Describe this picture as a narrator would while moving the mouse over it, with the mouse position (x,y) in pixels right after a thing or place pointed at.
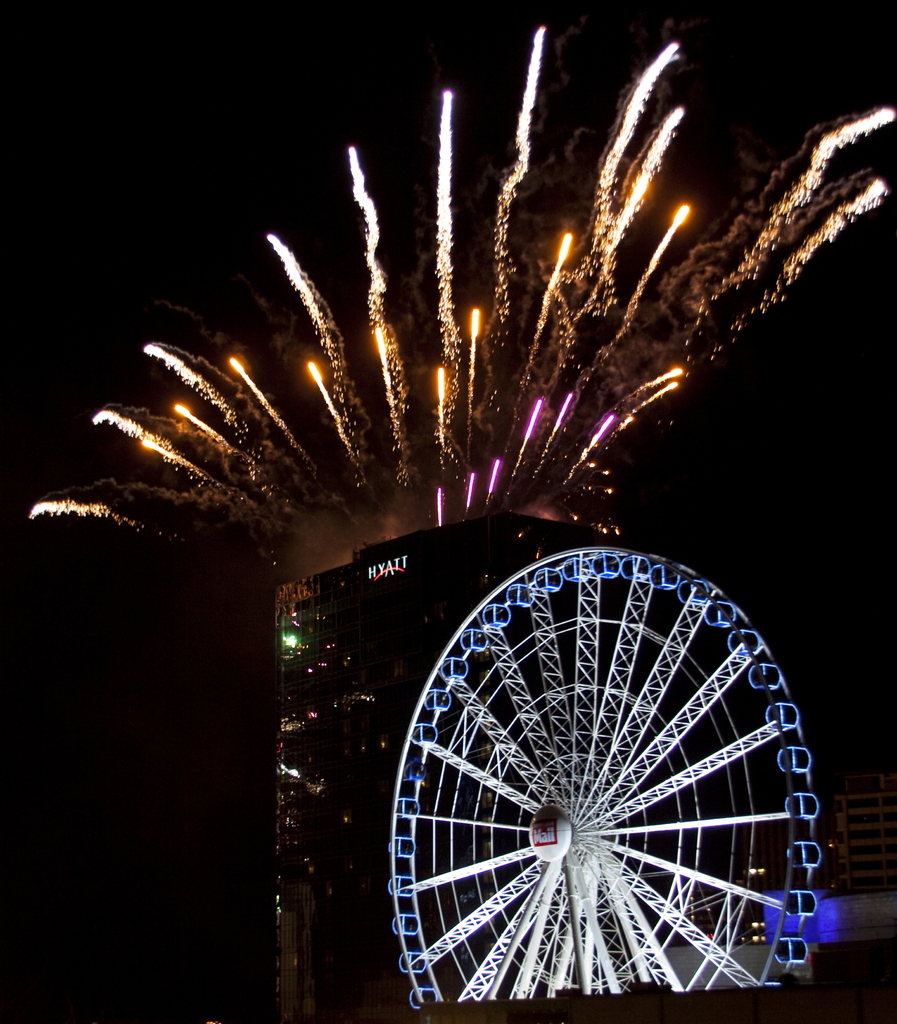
In the picture we can see sparkles (442,375) and a building (366,645). We can also have a giant wheel (609,808). We can also see something written on the building (329,669).
